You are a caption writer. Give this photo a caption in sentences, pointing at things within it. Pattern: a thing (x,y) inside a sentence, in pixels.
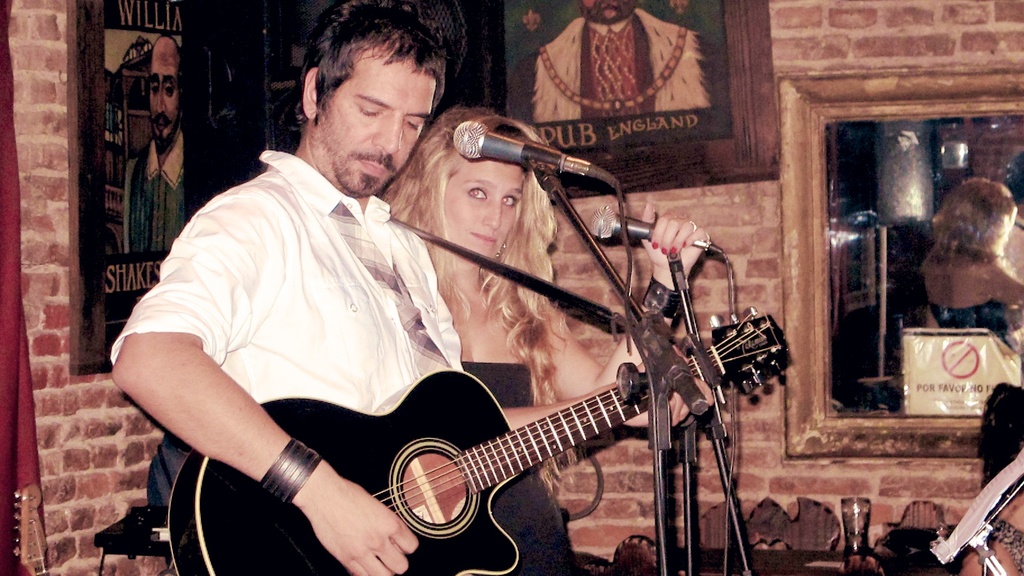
This 2 persons (512,302) are standing in-front of a mic (540,160). This man (327,97) is holding a guitar (278,531). This woman (528,486) is holding a mic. On wall (903,26) there are different type of pictures (606,41). A mirror (854,241) is on wall (965,37).
